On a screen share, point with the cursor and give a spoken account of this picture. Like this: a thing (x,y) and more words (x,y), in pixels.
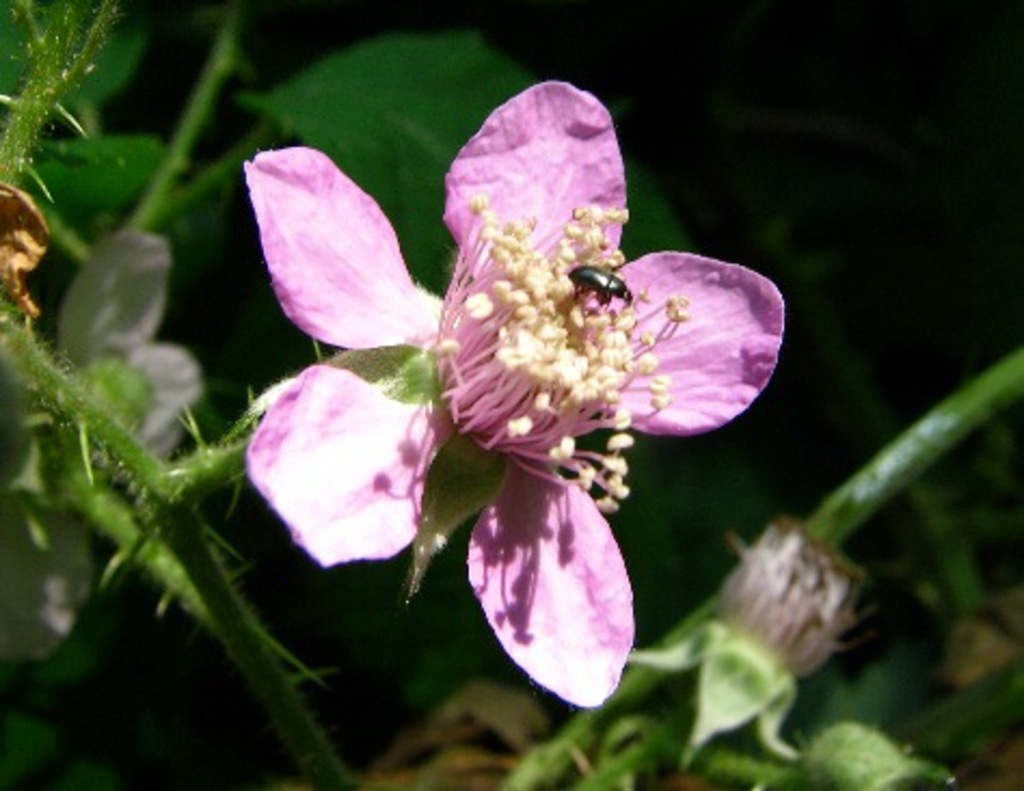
In this image there is a beetle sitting on the flower (393,496) and the flower (590,661) is on the plant (652,750).
